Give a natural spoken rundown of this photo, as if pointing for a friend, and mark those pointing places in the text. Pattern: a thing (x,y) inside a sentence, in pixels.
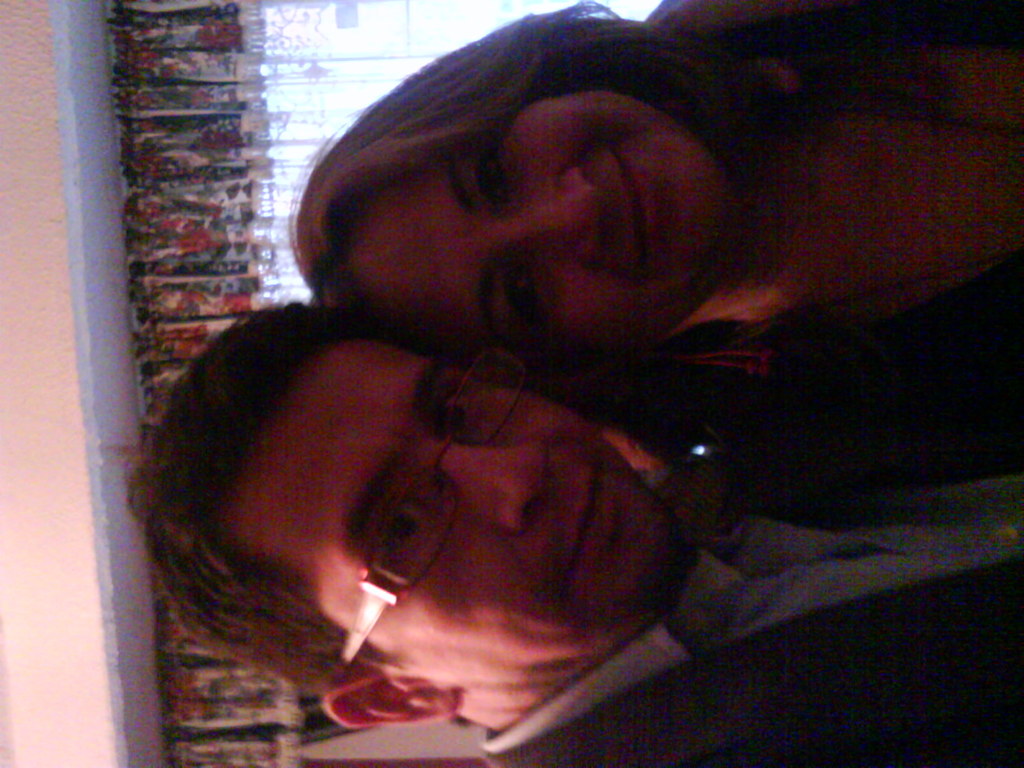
In the foreground of this image (673,307), there is a man (830,573) and a woman (635,137) posing to a camera. In the background (267,84), there is a curtain (210,136) and the wall (37,281).
